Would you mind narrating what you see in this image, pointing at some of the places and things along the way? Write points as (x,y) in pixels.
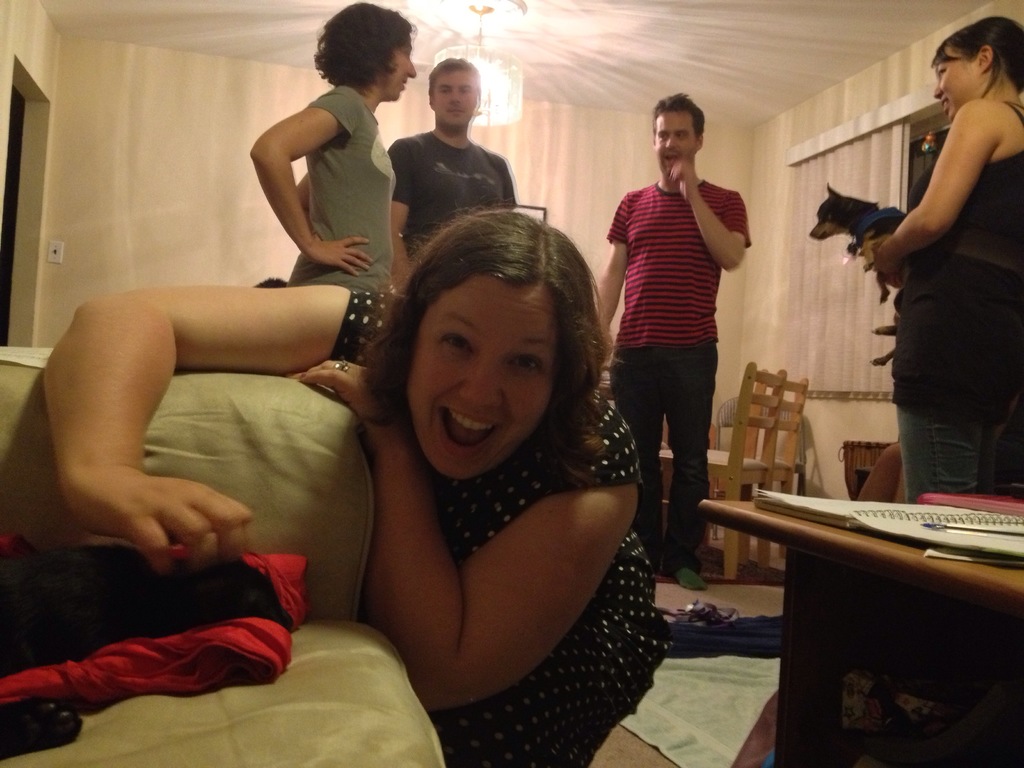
In this there are five people (293,150) of which three are women (903,246) and two are men (471,155). The woman (425,448) in the front (433,502) is bending down onto a sofa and laughing. The woman (902,324) at right side (916,243) is holding a dog (874,229) in her hand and she is in black top (954,257) with a denim pant (943,444). The woman (326,147) at left side (327,59) she has short hair (366,41) with a white tone of skin (302,120). The room (493,28) is well illuminated by the chandelier (519,70) onto the roof (473,24). The two men (691,166) are looking straight and talking to the woman (354,88) at the left (319,115). There are two chairs (752,430) at a corner of the room (737,383) and there is a table (913,575) at right side of the image (964,581).
